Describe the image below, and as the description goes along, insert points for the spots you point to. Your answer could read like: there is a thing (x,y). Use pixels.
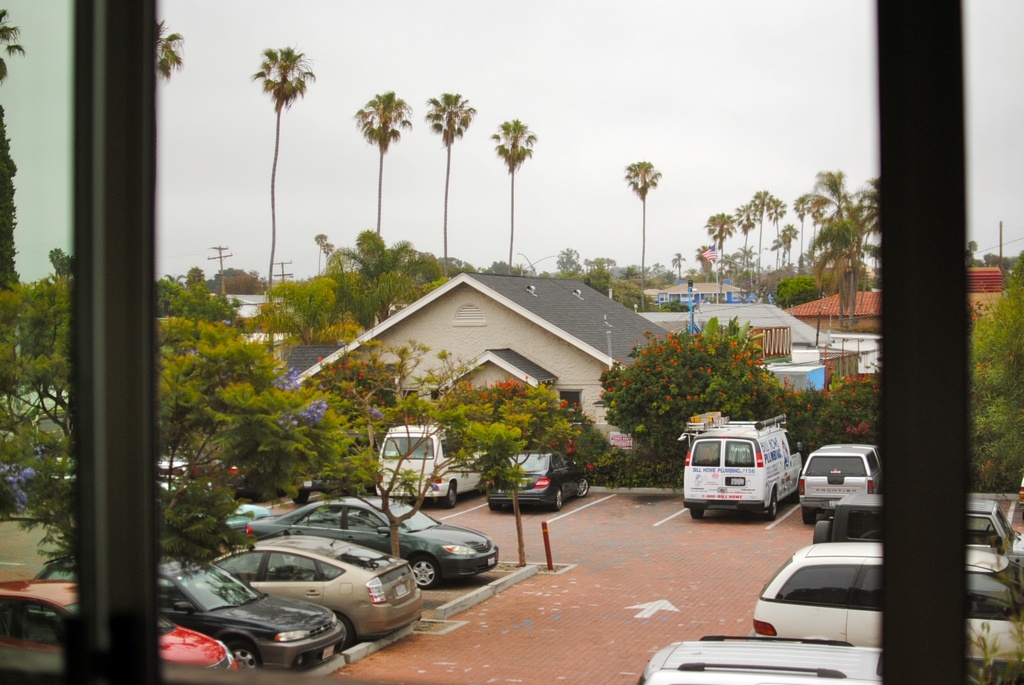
In the foreground (74,173), it seems to be a window glass (25,152). In the background (743,410) there are many trees (322,373), buildings (600,305) and cars (385,596) on the road (651,604). At the top of the image (646,77) I can see the sky (635,71).
